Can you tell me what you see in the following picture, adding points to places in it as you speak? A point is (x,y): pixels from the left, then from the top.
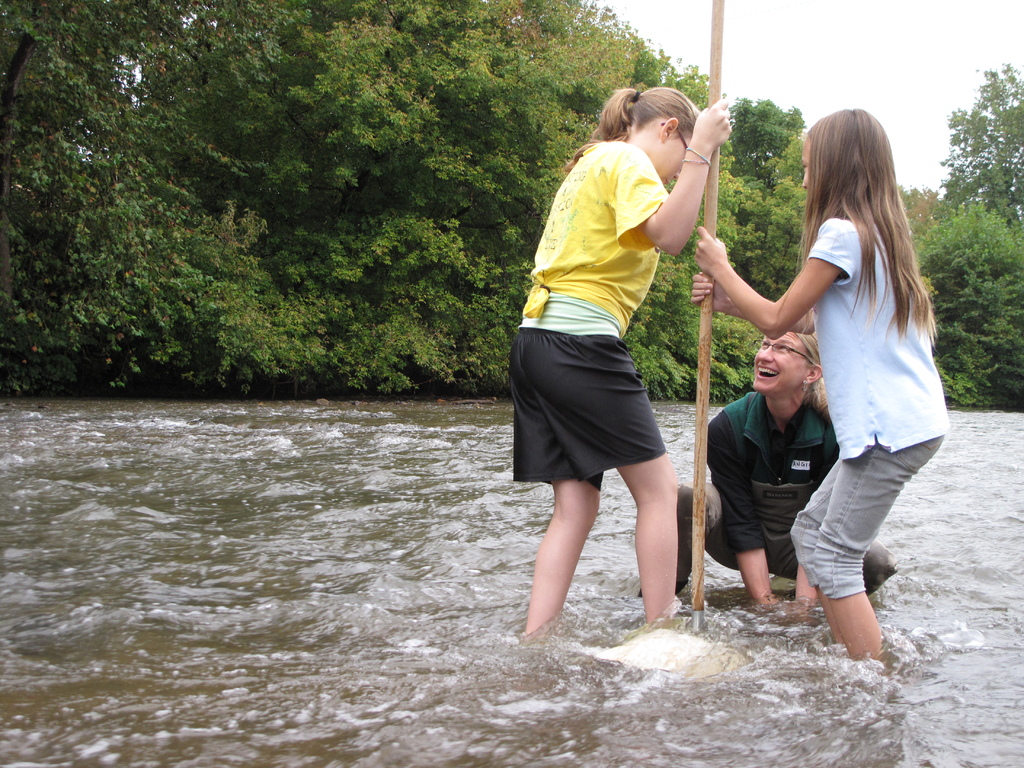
In this picture, we can see a few people (593,371) in water (723,612), and among them a few (691,215) are holding an object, we can see trees (771,238), and the sky (878,88).
